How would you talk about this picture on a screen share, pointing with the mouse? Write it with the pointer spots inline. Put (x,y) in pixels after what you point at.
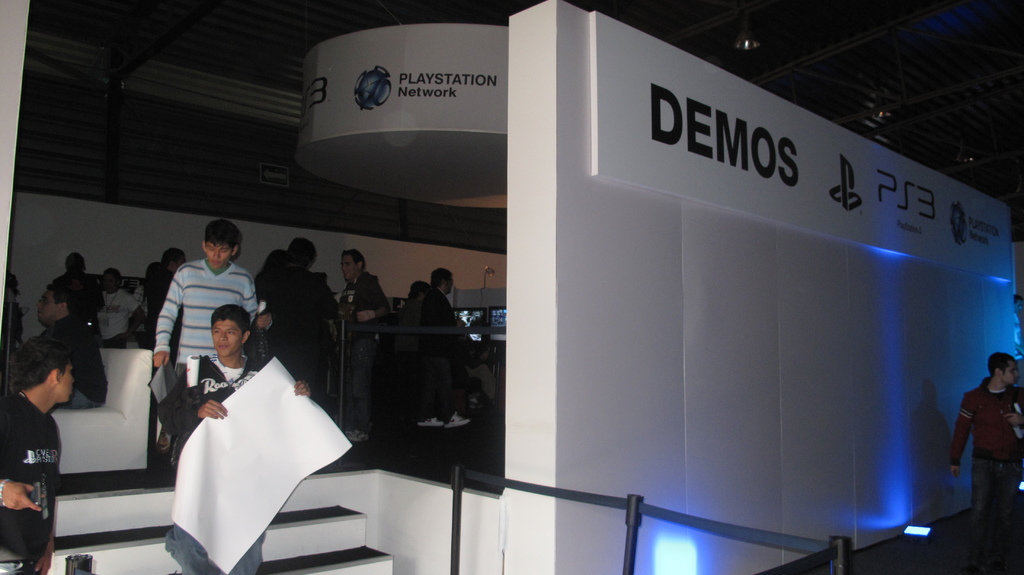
In this image there is a person (200,405) holding a chart (204,421) in his hand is walking on the stairs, behind him there are few other people (293,314), in the background of the image (481,141) there is a playstation network demos (642,138).
